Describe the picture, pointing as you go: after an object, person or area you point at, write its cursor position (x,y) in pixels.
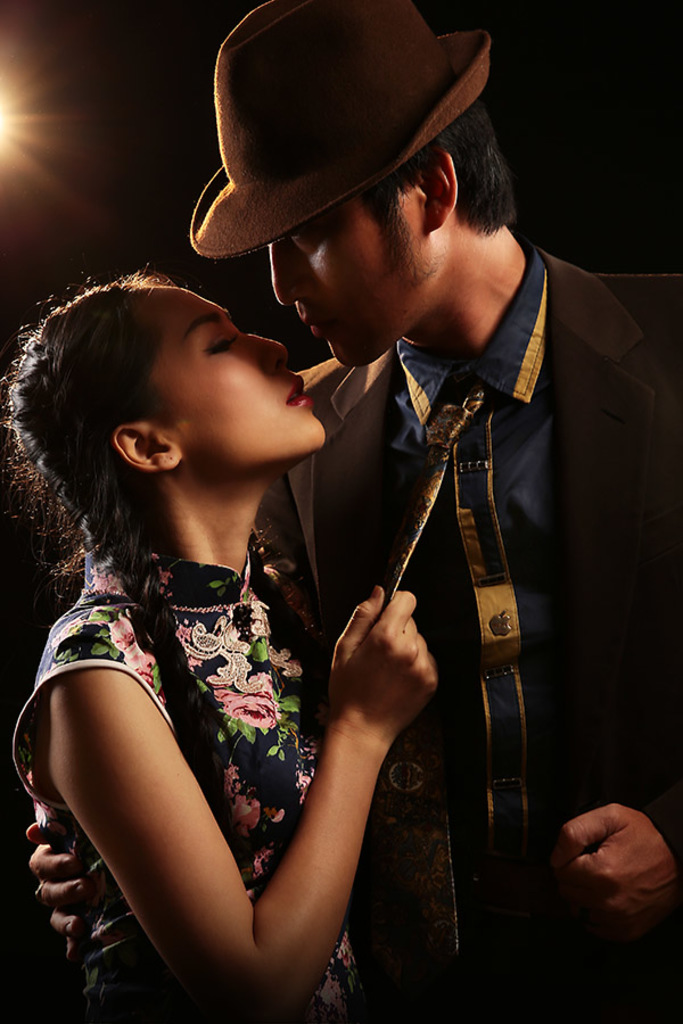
In this image, we can see persons (399,608) wearing clothes (312,633). There is a person (584,428) on the right side of the image (621,604) wearing a hat (389,172).
